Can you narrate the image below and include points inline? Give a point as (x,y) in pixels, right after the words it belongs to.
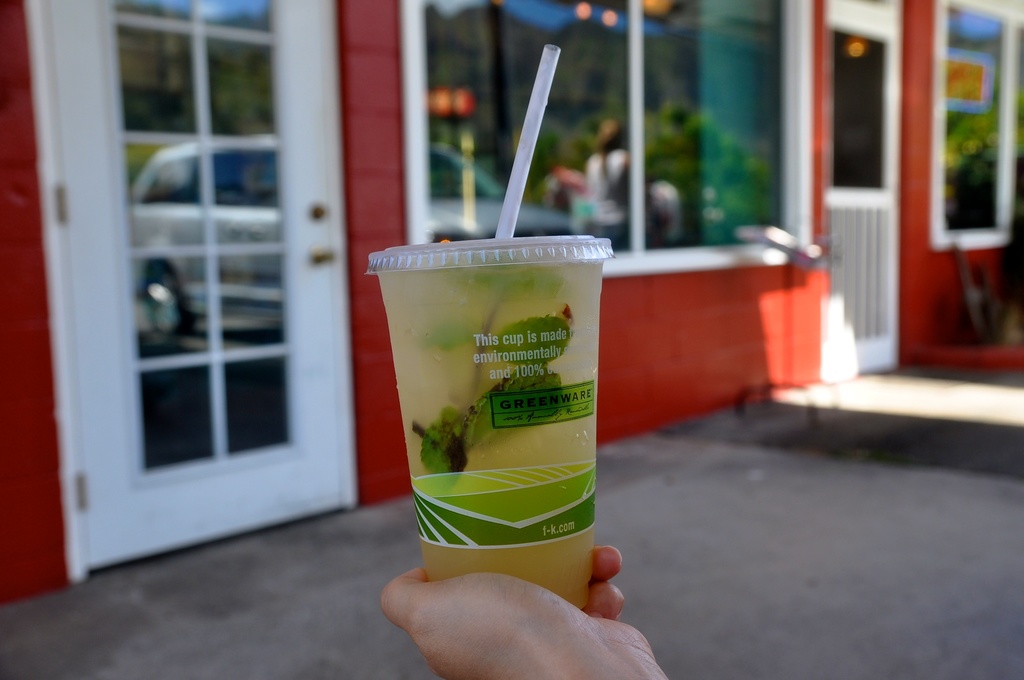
In this picture I can observe a cup (447,454) in the human hand (492,598). There is some drink (434,400) in this cup (461,477). I can observe some text (513,375) on the cup (486,423). There is a straw (535,82) in this cup (473,438). On the left side (181,72) I can observe a door (264,246). In the background (198,184) there is a car (253,238) parked on the road (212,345). The background (444,84) is blurred.
